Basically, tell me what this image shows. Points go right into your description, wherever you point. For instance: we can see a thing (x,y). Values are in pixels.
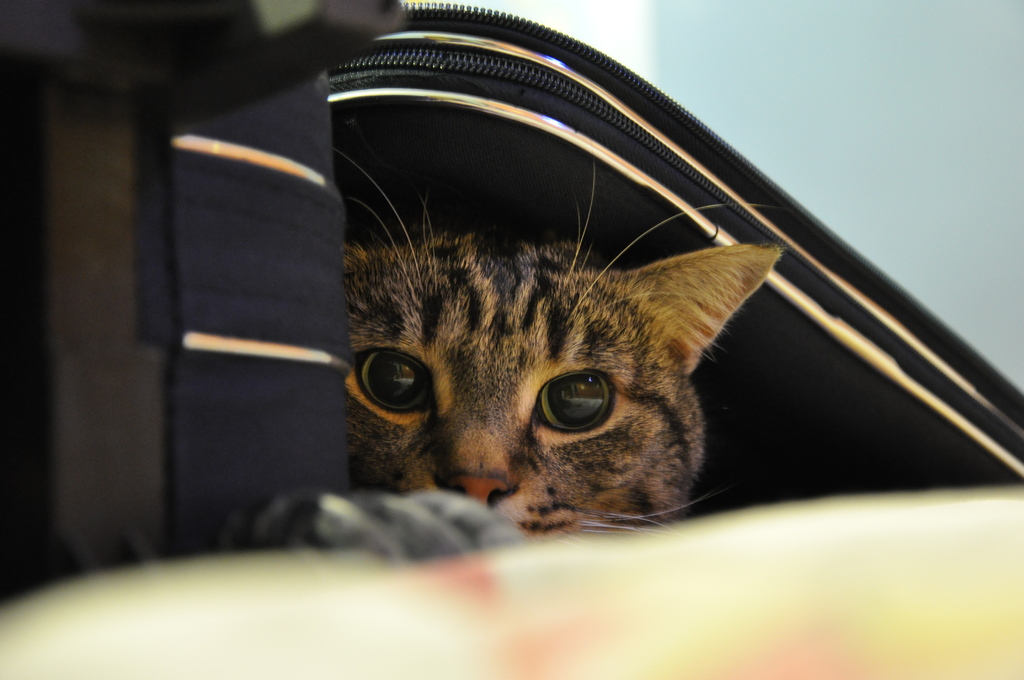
In the picture we can see a bag (372,145) with a zip (695,170) under it we can see a cat (598,348) and behind the bag (697,197) we can see a wall (761,158).
